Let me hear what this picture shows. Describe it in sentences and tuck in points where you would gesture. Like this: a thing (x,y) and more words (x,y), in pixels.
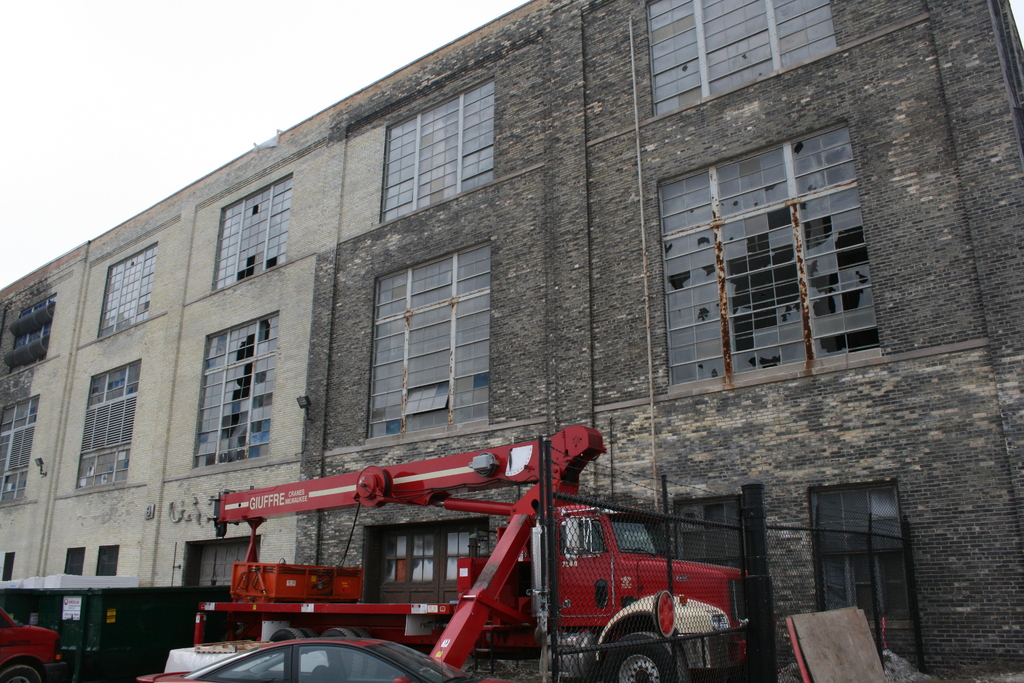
In this image we can see vehicles (358,607), crane (317,607), building (255,430), and windows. In the background (39,139) there is sky (276,70).
